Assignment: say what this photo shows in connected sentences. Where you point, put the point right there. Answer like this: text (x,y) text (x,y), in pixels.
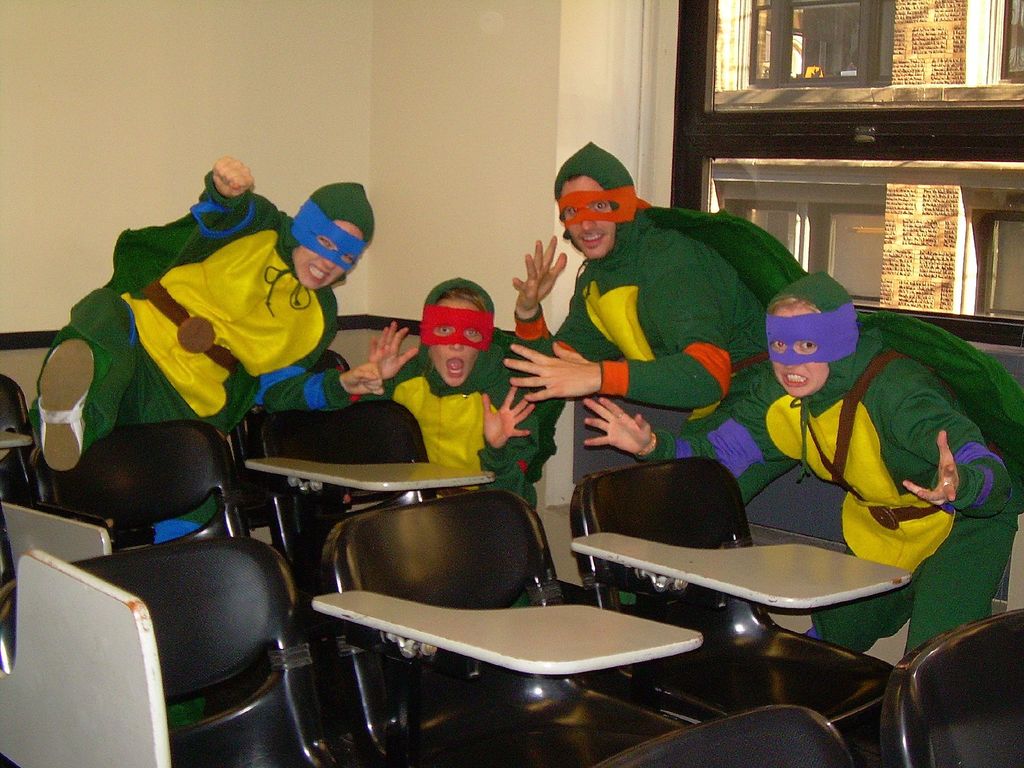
There are some people (487,335) and a man (647,327) in this room (505,367), wearing costumes (278,310) and masks (596,218) on their faces (790,392), posing behind the chairs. In the background (52,133) there is a wall (343,73).
